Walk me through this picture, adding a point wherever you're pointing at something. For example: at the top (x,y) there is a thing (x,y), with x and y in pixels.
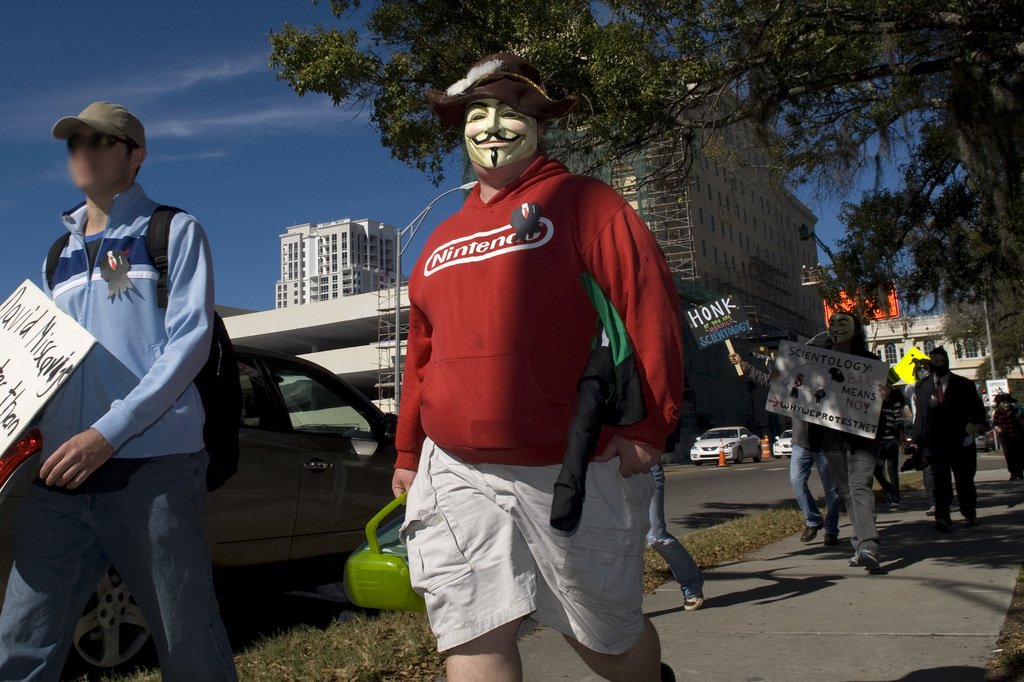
In the foreground of the picture (464,352) there is a person (479,321) in red hoodie (486,266), wearing a mask (480,153). On the left (140,419) there is a person (71,387) holding placard (29,381), behind him there are car (298,390), buildings (284,250), grass (292,642) and other objects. In the center of the picture (668,441) there are people (892,406) holding placards (823,416) and walking on the footpath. In the background (755,396) there are cars (730,436), buildings (783,307) and road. On the right (857,45) there is a tree (833,166). At the top (201,72) it is sky (374,154).
